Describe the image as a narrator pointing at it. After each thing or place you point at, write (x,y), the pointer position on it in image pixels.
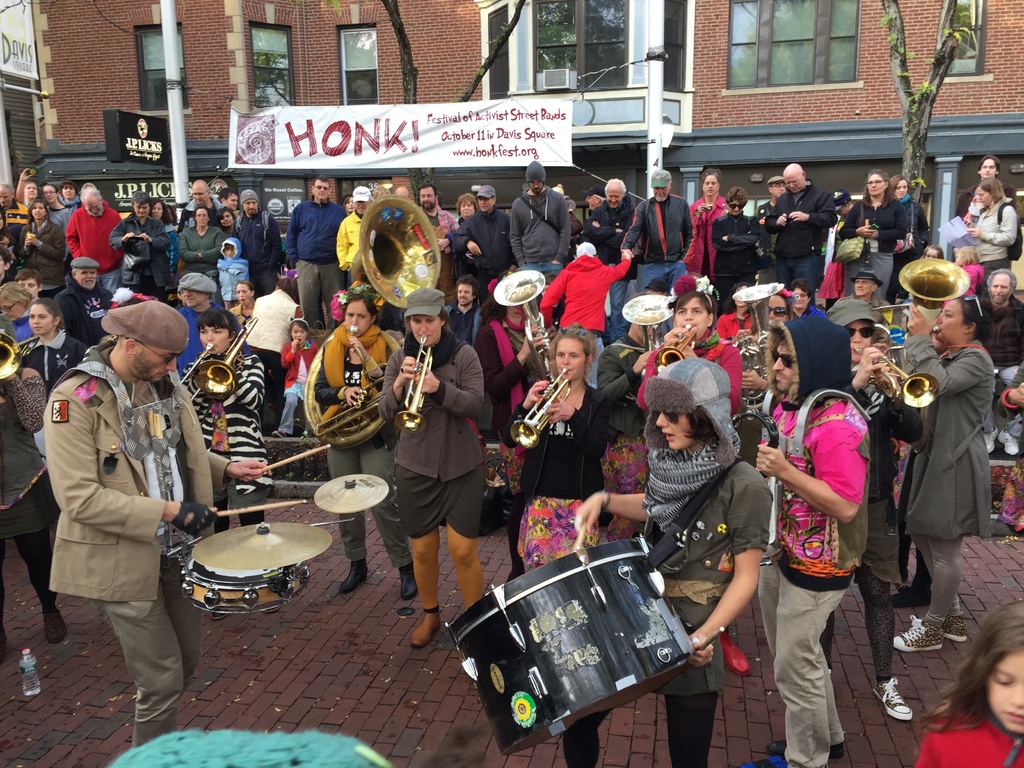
There are many persons (508,327) in this. In the front (696,543) a lady (709,552) wearing a coat (718,514) and hat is holding a drums (579,615). A person (211,510) wearing a coat (120,478) and hat (176,331) is holding a cymbal (249,558) and drums (248,581). Near to them ladies (440,359) are holding musical instruments (542,352). In the background (451,132), there is a banner (451,132) and there is a building (830,52), trees (933,84) and a pole (174,107).
